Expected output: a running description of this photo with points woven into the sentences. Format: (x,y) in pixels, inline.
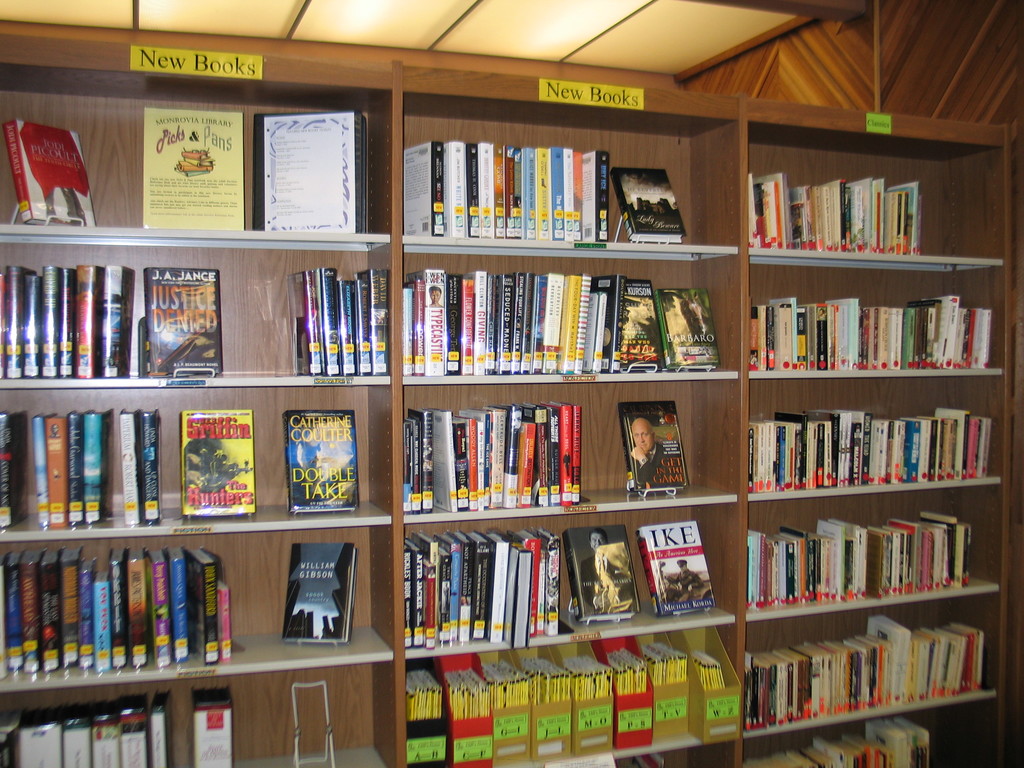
In this image, we can see books (788,343) in the shelves (847,386) and there are some stickers (197,61). At the top (452,22), there is a roof (577,47) and there are lights (464,41).
